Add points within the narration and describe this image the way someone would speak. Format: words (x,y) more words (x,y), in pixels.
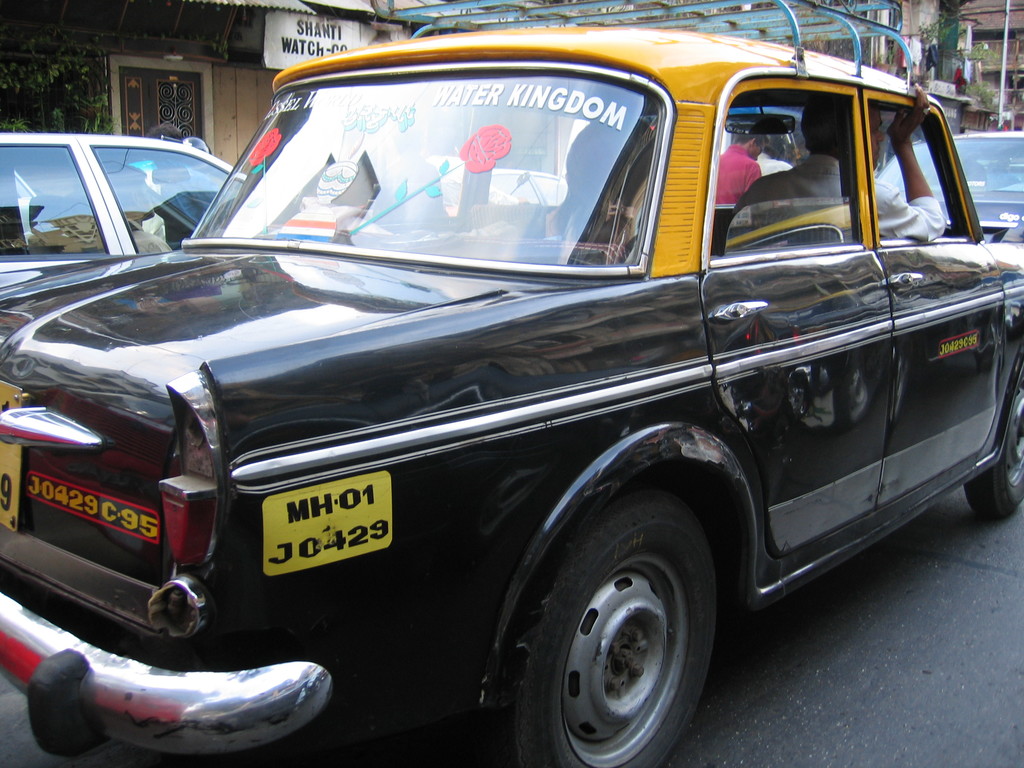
In this image we can see cars (752,605) on the road (862,666) and there are people (818,193) sitting in the cars (279,250). In the background (222,120) there are sheds (1021,27).
